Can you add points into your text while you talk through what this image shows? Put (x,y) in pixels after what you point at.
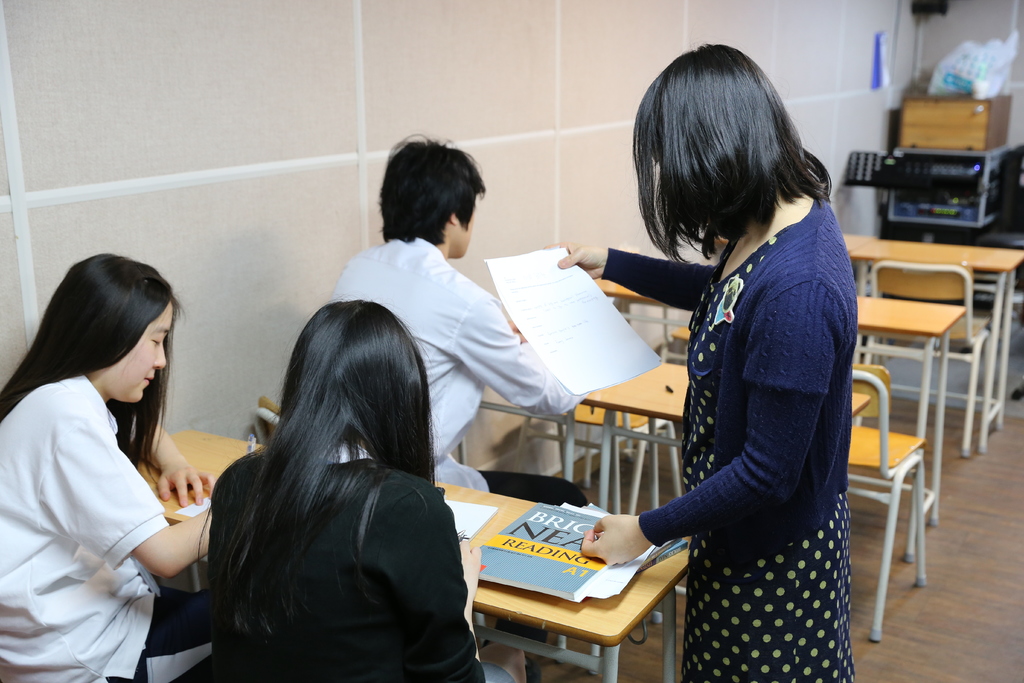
In the middle of the image (537,300) a woman (814,334) is standing and holding a paper (568,382). Bottom left side of the image (323,621) two women (349,370) sitting on a chair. Top right side of the image (988,55) there is table (970,254), On the table (967,100) there is a cover (977,72). In the middle of the image (422,284) a man (447,150) sitting on the table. Right side of the image (951,335) there is a chair (888,448). Top left side of the image (216,140) there is a wall (311,83).
